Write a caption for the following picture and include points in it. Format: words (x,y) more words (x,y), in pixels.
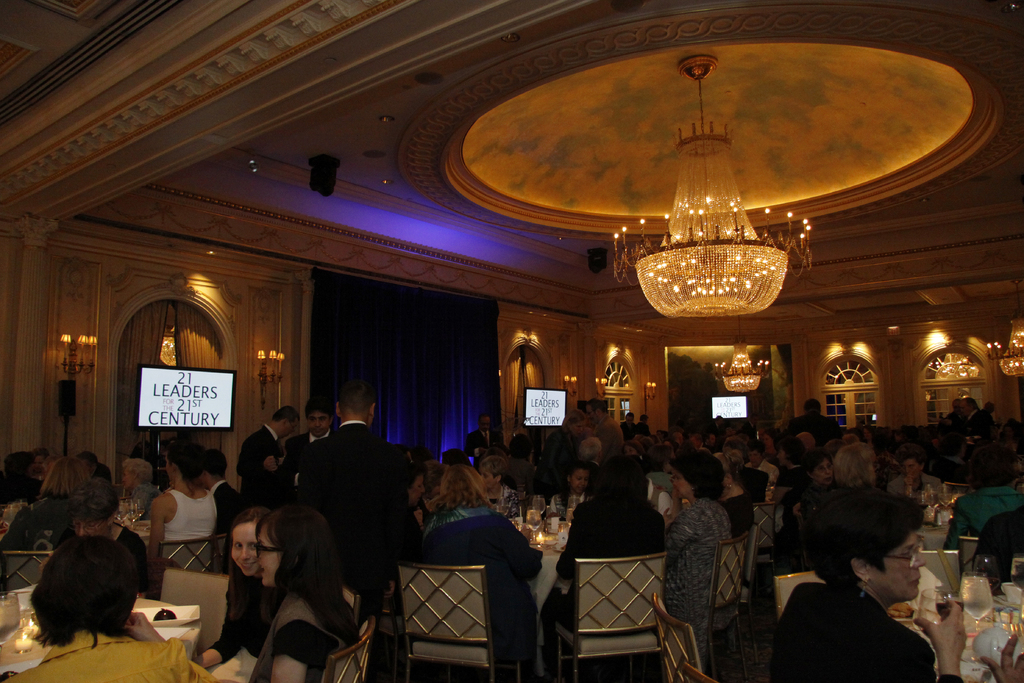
In this image i can see number of people (653,458) are sitting on chairs (345,681). I can also see here a woman (918,659) is holding a glass (942,596) and few of them are wearing specs (906,555). In the background (188,397) I can see few screens (138,399) and few speakers (317,192).
